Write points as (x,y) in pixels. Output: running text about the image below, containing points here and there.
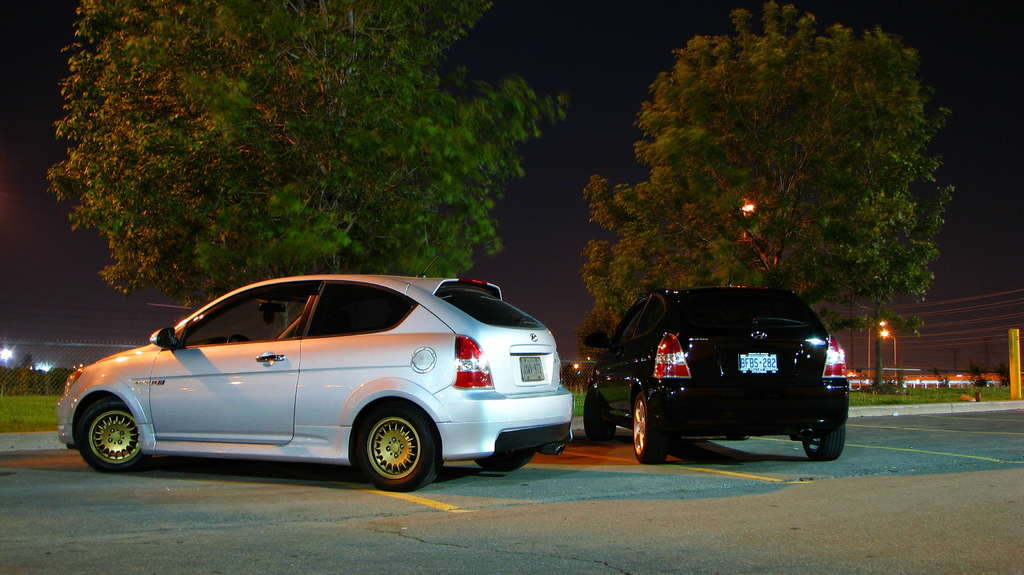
In this image, we can see two cars (407,440) are parked on the road (555,466). Background (22,364) there is a mesh (63,374), plants (1004,381), grass (962,390), poles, trees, lights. Here we can see dark view.
